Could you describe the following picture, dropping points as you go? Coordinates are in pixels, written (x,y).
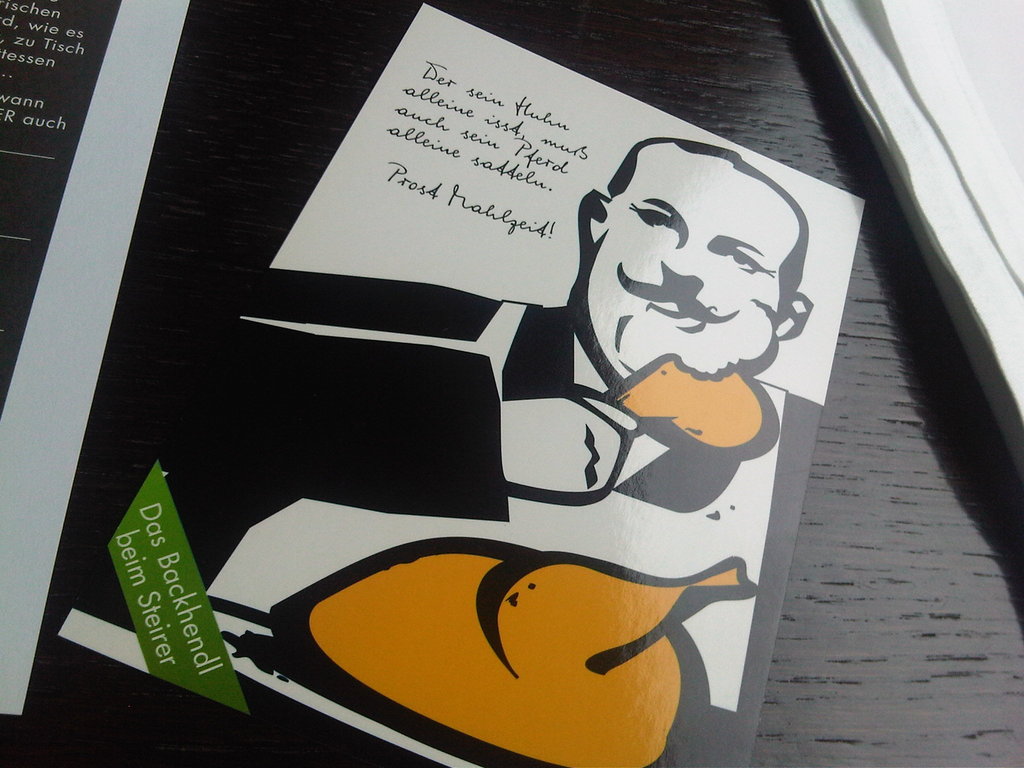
In this image we can see a paper (420,242) on a black surface (264,32). On the paper (543,428) there is a drawing (515,358) of a person (547,344). Also something is written. On the left side (39,134) there is something written on a black surface (23,147).
